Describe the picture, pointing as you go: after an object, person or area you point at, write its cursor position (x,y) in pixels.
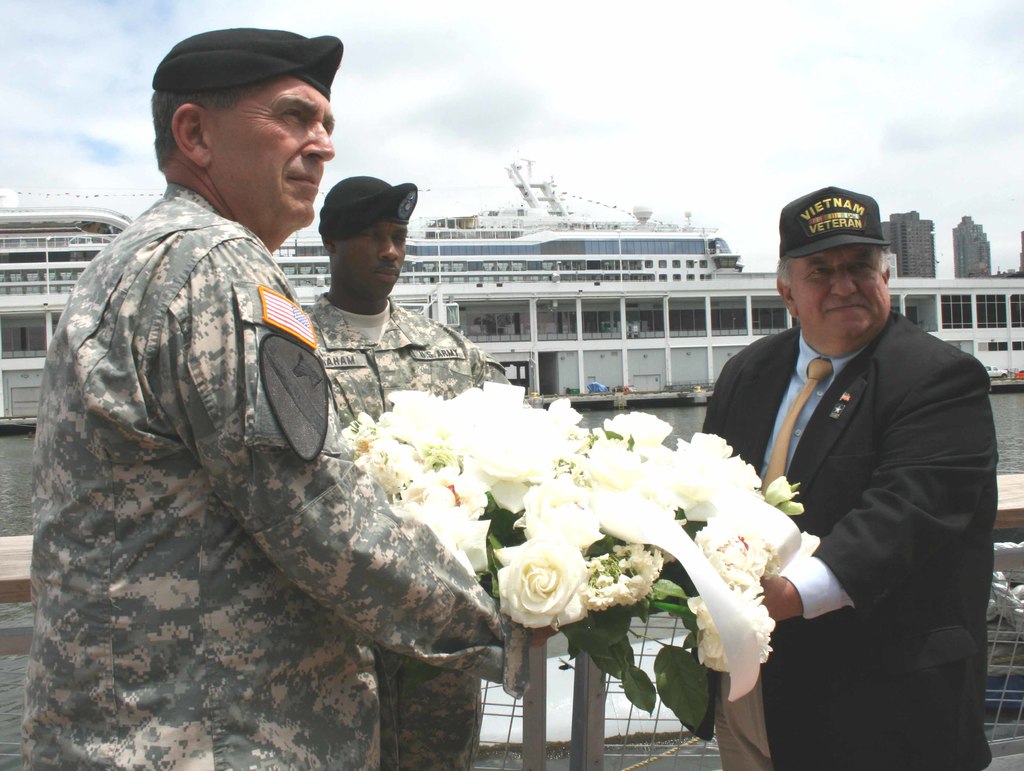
In this image there is a man (909,699) in black dress (909,699) is giving flowers (498,581) to the officer (250,528) behind him there is another man (464,366) standing, at the back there is a big ship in the water (8,461).
